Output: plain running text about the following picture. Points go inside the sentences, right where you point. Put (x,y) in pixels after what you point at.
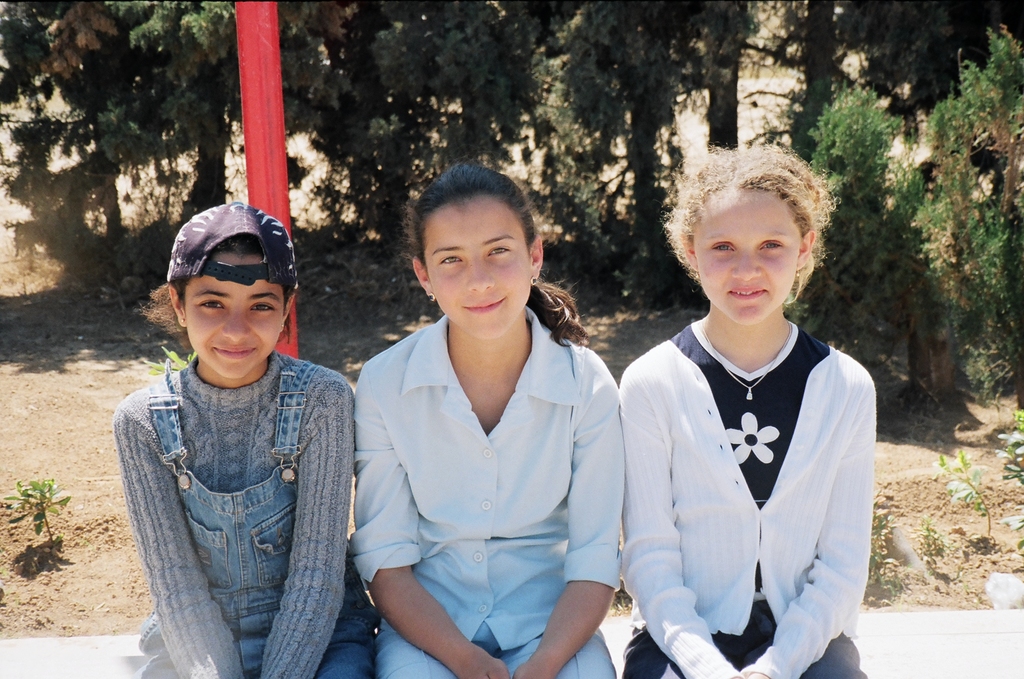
In this image I can see three girls (436,607) where one of them is wearing a cap (187,233). I can also see smile on their faces (478,283). In the background (152,36) I can see trees (200,33) and a small plant (48,509) over here.
